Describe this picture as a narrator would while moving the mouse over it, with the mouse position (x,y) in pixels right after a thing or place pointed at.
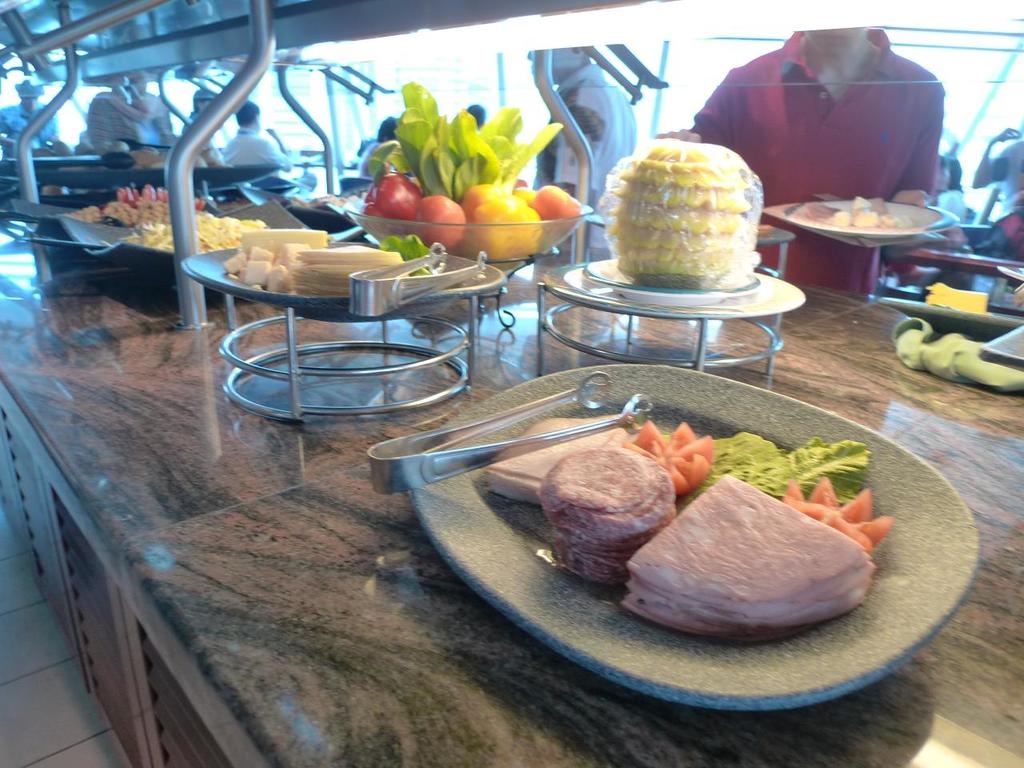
In the picture we can see a table (375,660) with some food items (845,473) in the plate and some fruit and vegetable slices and behind the table (325,660), we can see a person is standing and in the background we can see some people (13,132) are standing.
